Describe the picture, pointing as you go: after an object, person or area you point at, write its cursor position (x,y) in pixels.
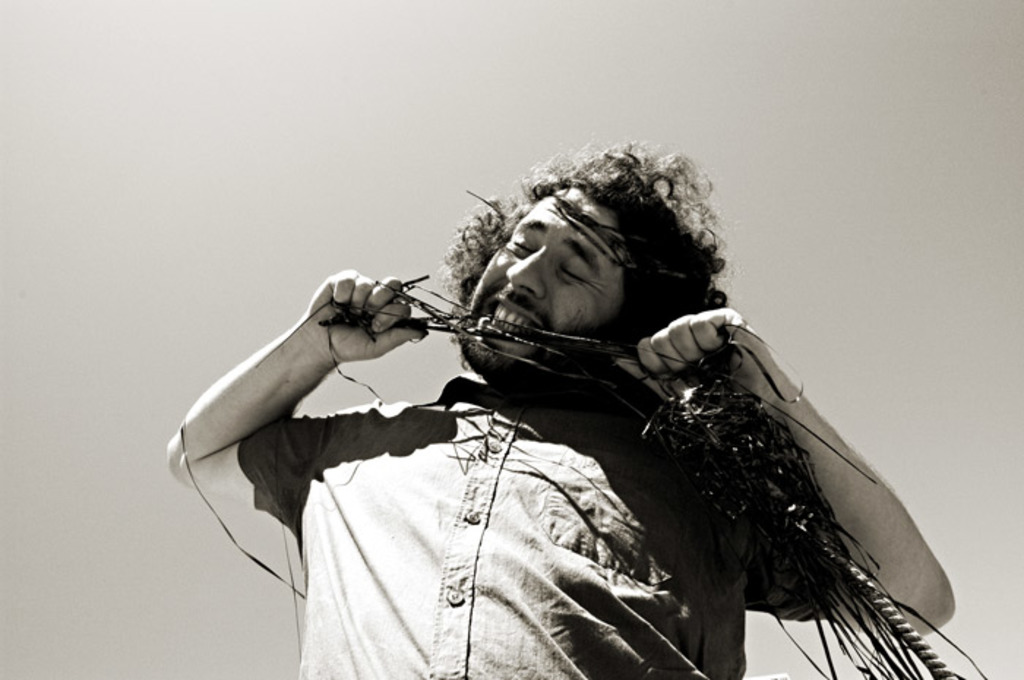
This looks like a black and white image. I can see the man (591,389) standing. I think he is biting the audio cassette tape (757,497).
